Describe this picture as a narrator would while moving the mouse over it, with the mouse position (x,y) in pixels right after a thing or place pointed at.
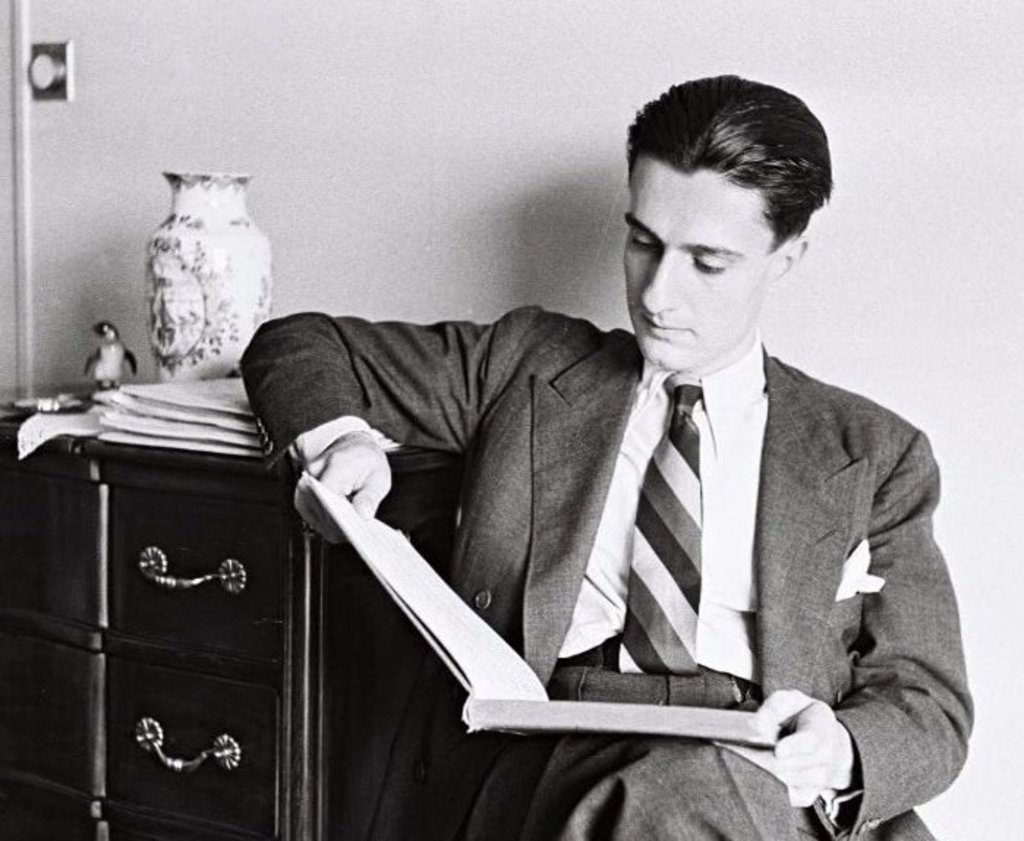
This is a black and white picture. Here we can see a man (664,453) sitting and he is holding a book (484,647) in his hands (316,520) and reading. Beside to him we can see a desk (120,677) and on it we can see a bird showpiece (116,336), pot (183,375), papers (194,400). This is a wall (481,61).
